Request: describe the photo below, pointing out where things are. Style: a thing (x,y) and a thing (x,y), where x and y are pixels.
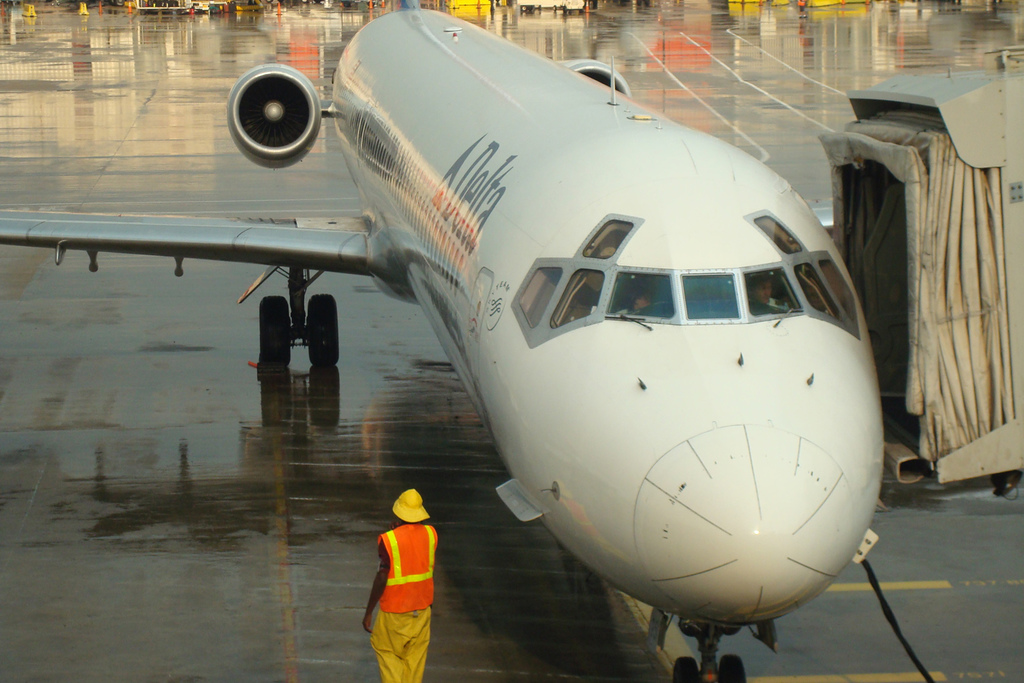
In this image there is an airplane (568,328) on the road (290,458). Bottom of the image (392,617) there is a person (409,631) walking on the road (331,582). He is wearing a cap (417,522). Top of the image (508,5) there are few objects (159,12) on the road (267,12). Right side (995,425) there is an object (953,473).
